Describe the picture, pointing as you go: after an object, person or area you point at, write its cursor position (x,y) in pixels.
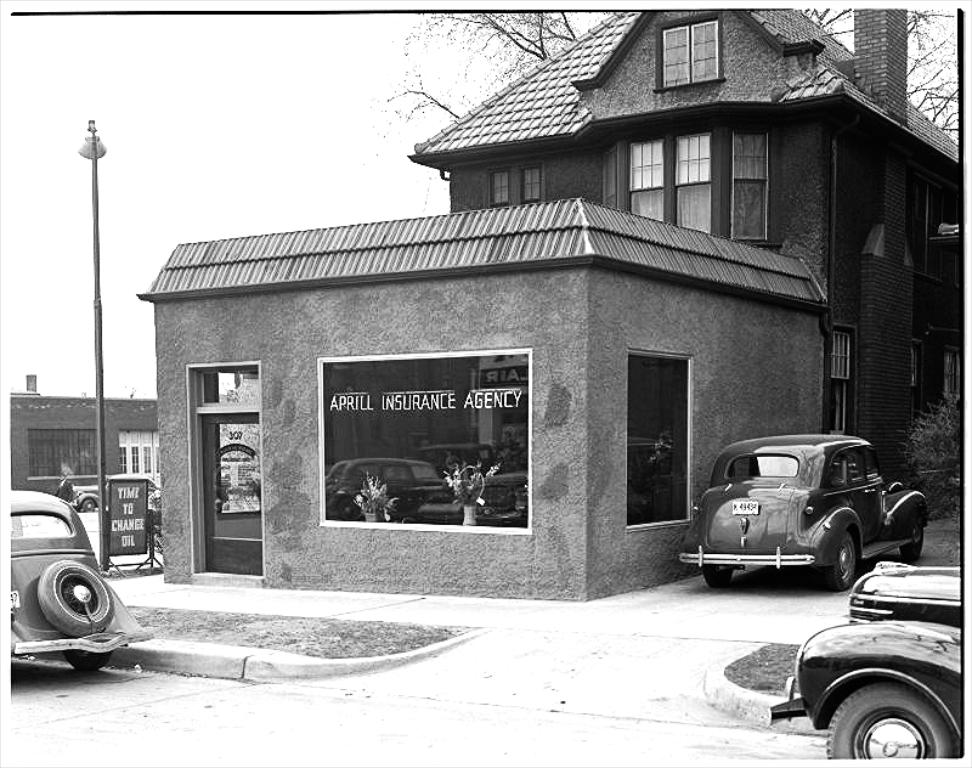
In the image we can see there are buildings (736,251) and there are cars (26,598) parked on the road (635,740). There are trees (500,32) and the image is in black and white colour. There is a street light pole (104,483) on the footpath (145,596).
